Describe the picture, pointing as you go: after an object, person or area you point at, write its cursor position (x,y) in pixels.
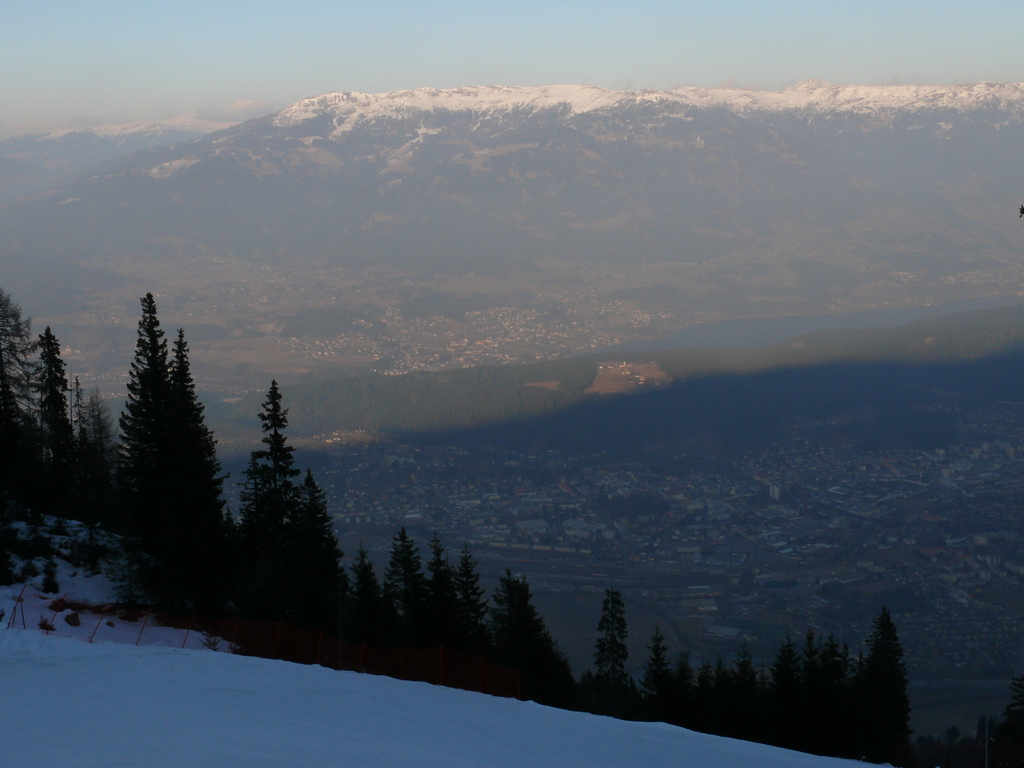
In this image we can see the trees (471,635) and snow (362,745). In the background (945,319), we can see there are mountains (751,178), water (758,336) and sky (628,47).
